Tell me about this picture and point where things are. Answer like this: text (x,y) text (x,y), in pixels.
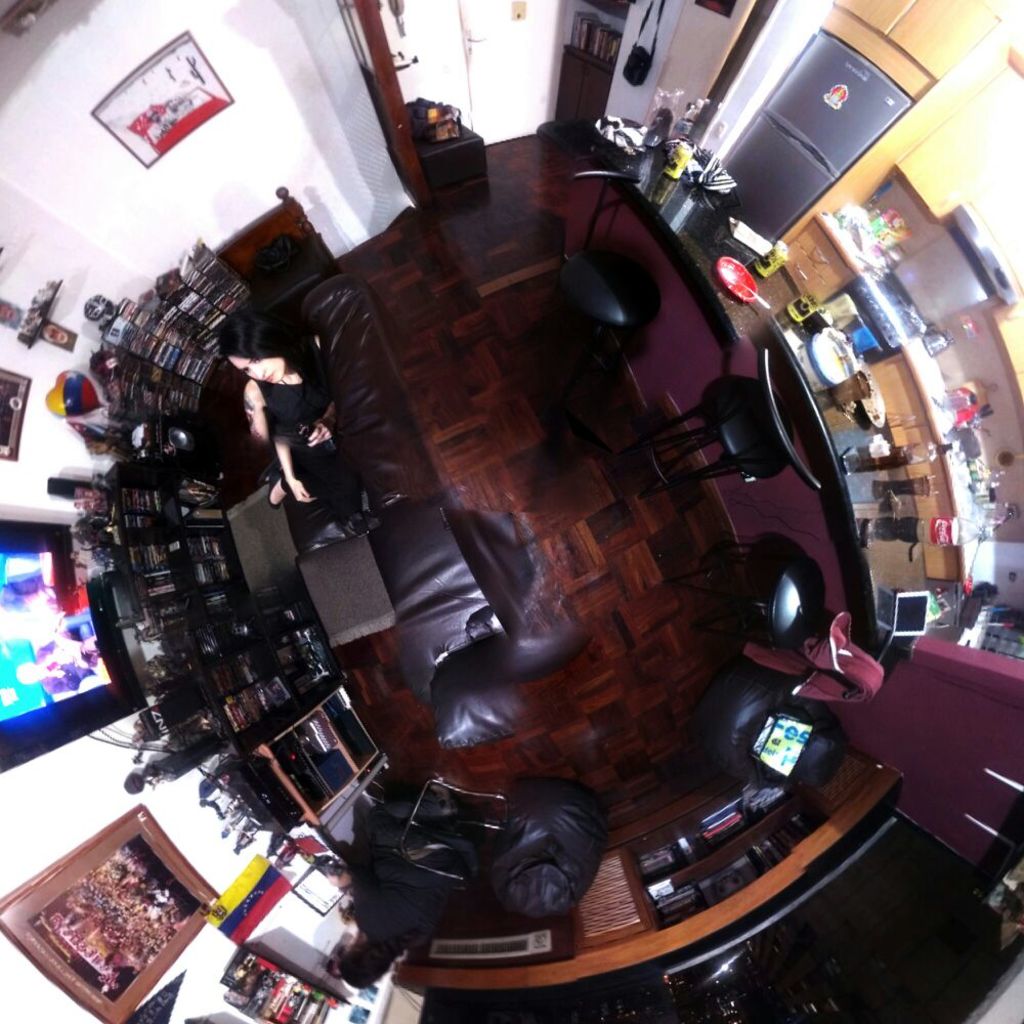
In these racks (607,7) there are books (185,304) and things (327,1005). Pictures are on the wall (397,1011). On this table (812,401) there are objects (826,319). In-front of this table (840,464) there are chairs (737,580). Here we can see a person (273,423) and couch (439,588).
